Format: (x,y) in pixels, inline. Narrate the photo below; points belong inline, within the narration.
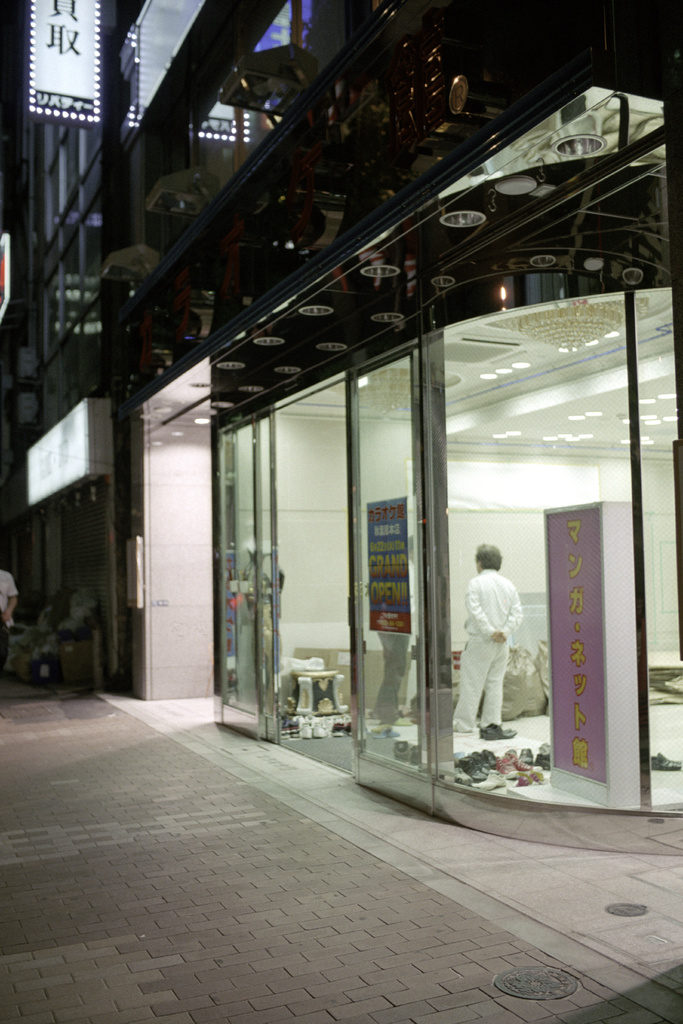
In this picture I can see two persons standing inside a shop (481,493), there are chandeliers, lights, there are some objects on the floor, there are boards (403,573) and there are buildings (169,246).
